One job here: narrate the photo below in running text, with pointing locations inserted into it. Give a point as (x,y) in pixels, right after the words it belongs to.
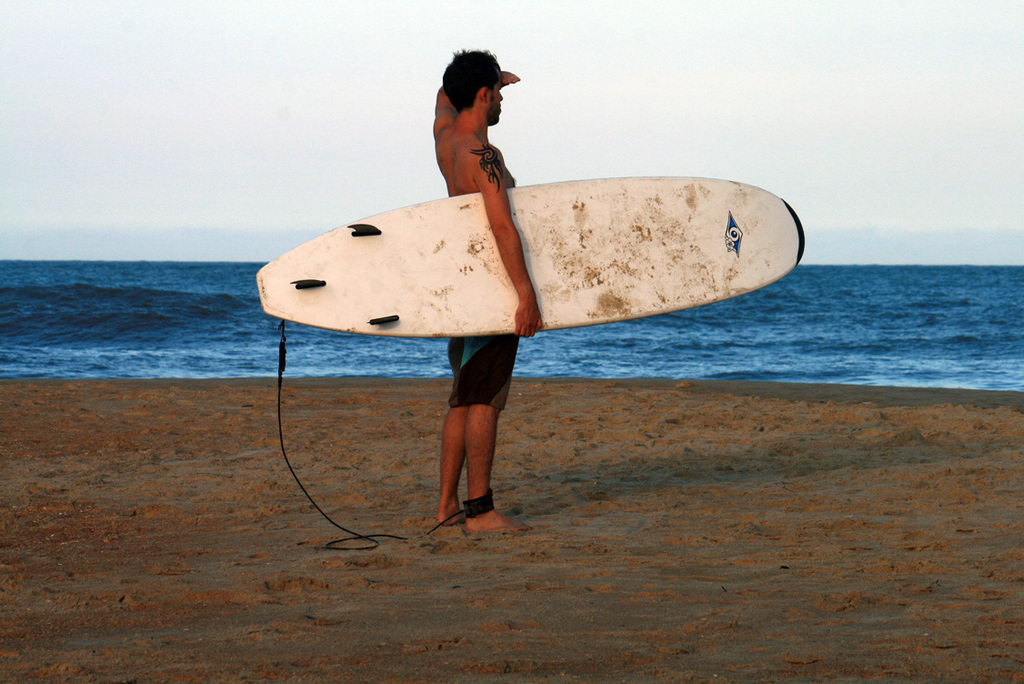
In this picture we can see the sky (203,61) is cloudy, and here is the water (130,299), and a person (452,142) standing on the sand (27,607) holding a surfboard (582,255) in his hand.
